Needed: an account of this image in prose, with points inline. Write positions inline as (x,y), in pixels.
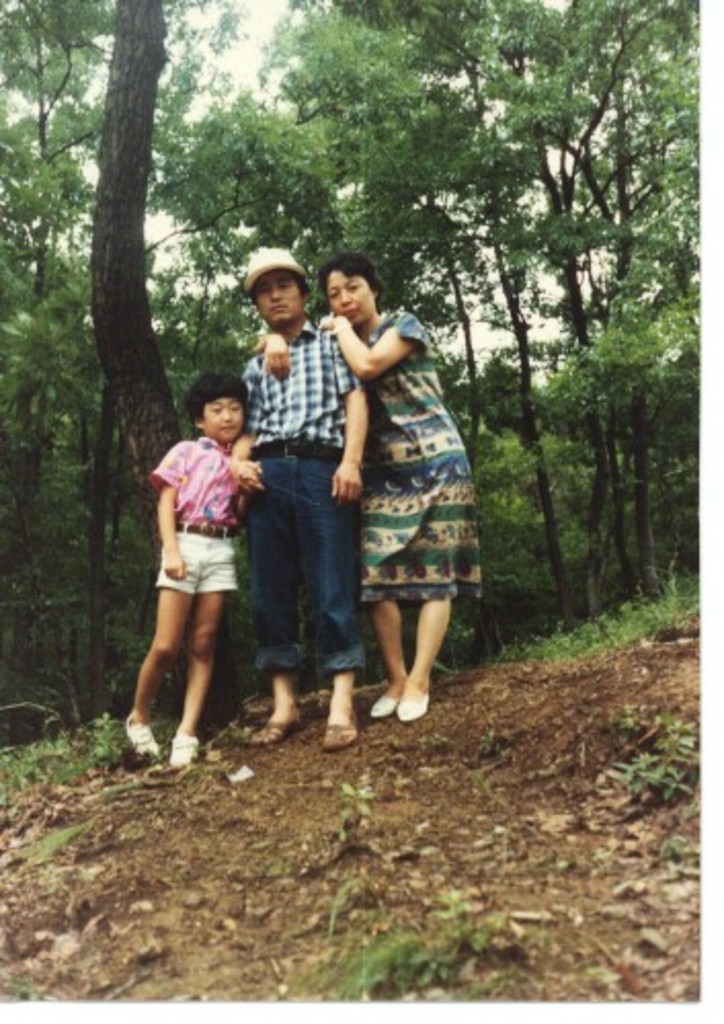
In this picture we can see there are three people (175,604) standing on the path (116,764) and behind the people (283,466) there are trees (318,163) and a sky (261,27).
